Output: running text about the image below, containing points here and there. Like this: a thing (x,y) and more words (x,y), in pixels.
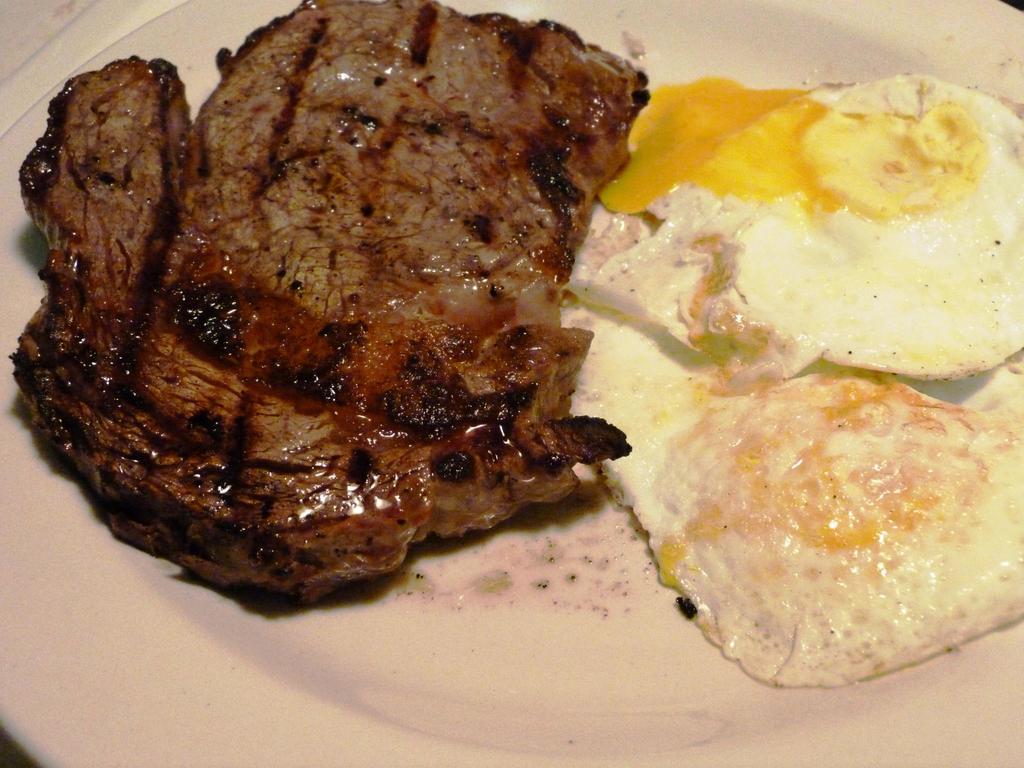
In this image I can see a white colored plate (413,715) and on it I can see two fried eggs (883,511) which are yellow and cream in color and a piece of meat (404,254) which is black and brown in color.
